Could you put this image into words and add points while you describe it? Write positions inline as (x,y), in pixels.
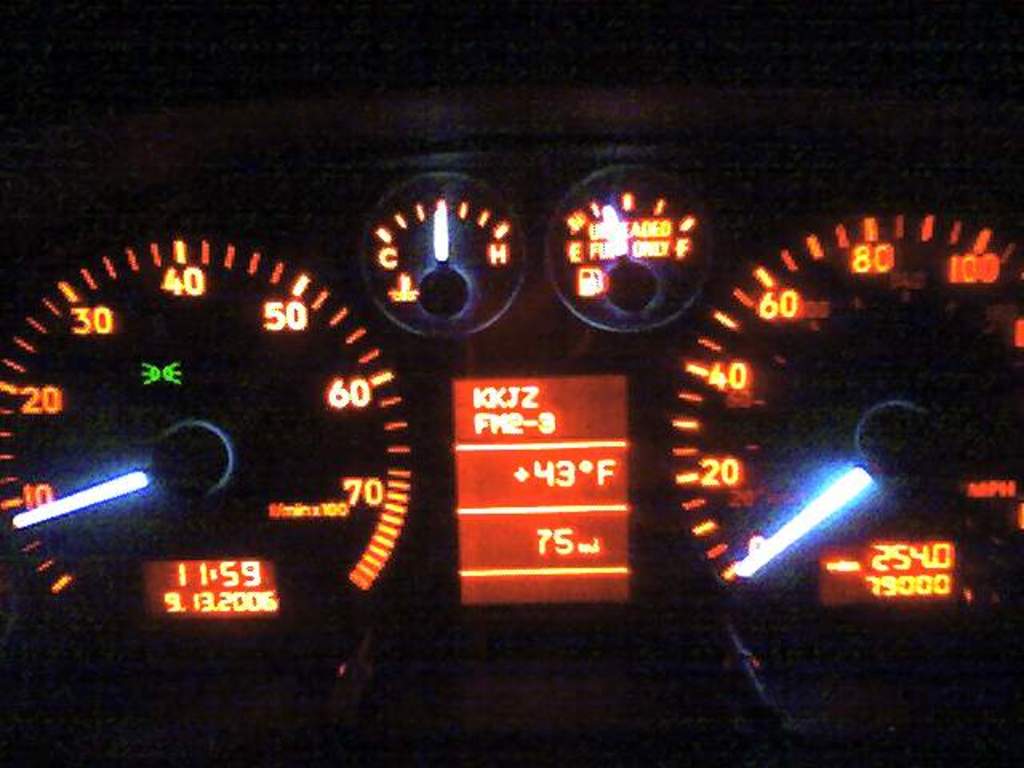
In this picture we can see tachometers (397,433) and in the background (413,454) we can see it is dark.
